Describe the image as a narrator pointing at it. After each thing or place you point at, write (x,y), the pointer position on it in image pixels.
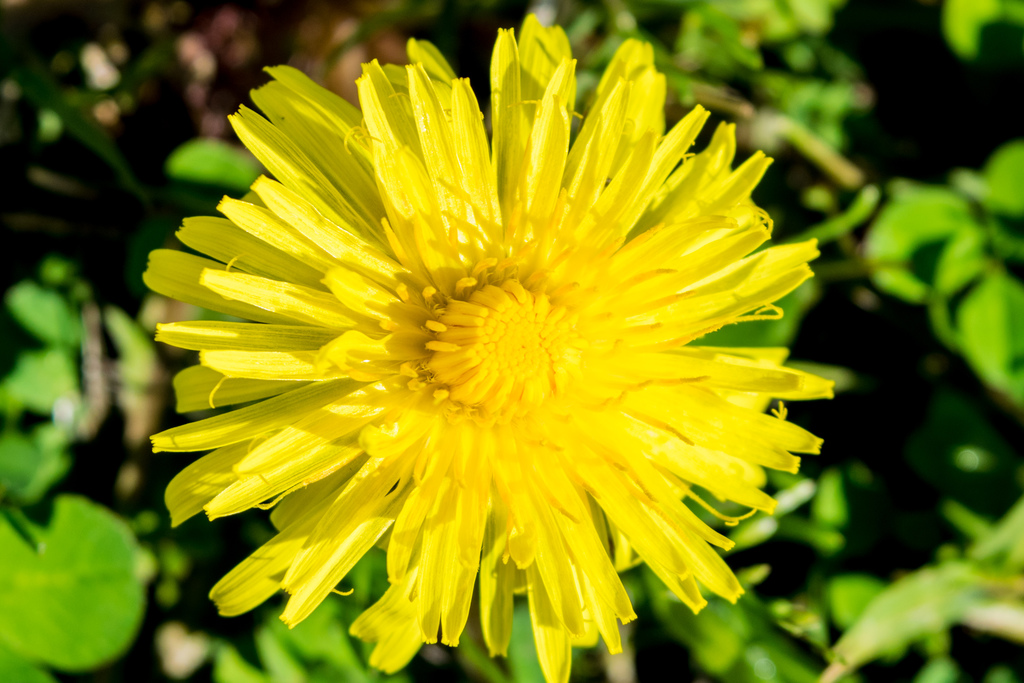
In the picture I can see flower plant (396,369). This flower (443,367) is yellow in color. The background of the image (888,416) is blurred.
